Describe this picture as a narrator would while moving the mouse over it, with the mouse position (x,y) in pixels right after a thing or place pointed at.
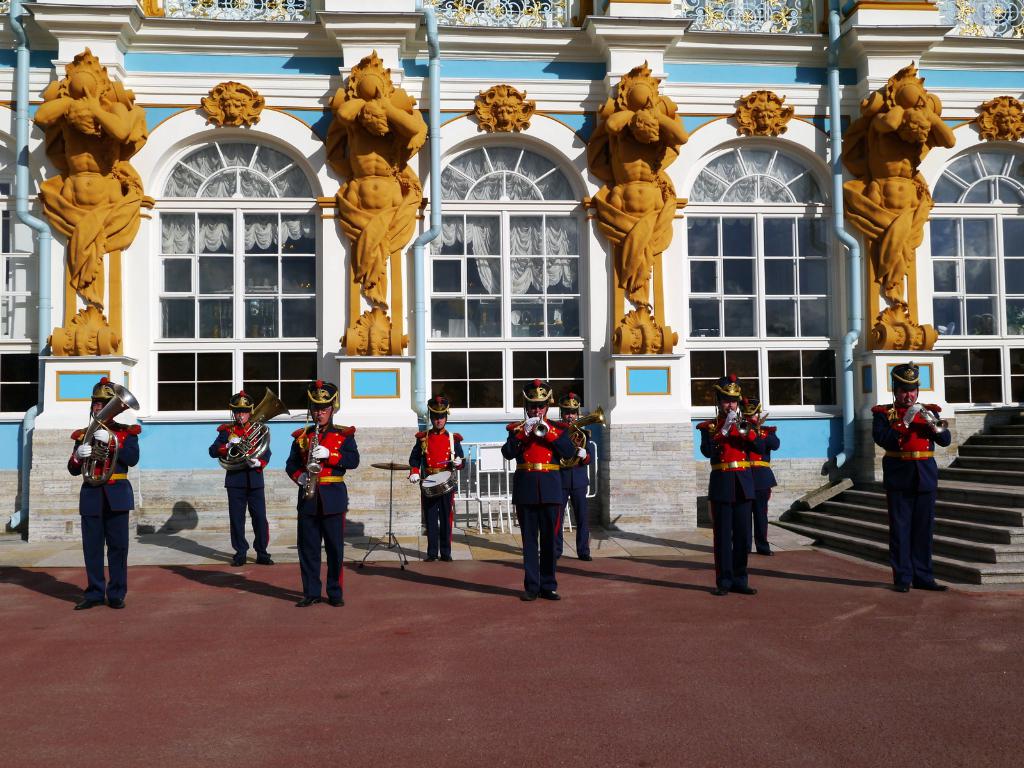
In this image there are some persons (735,477) standing and playing an instruments (314,459) in middle of this image (549,437). There is a building (491,270) in the background (534,270), and there is a floor (465,668) in the bottom of this image (396,689). There are some depictions (371,158) as we can see on the top of this image (866,216).
